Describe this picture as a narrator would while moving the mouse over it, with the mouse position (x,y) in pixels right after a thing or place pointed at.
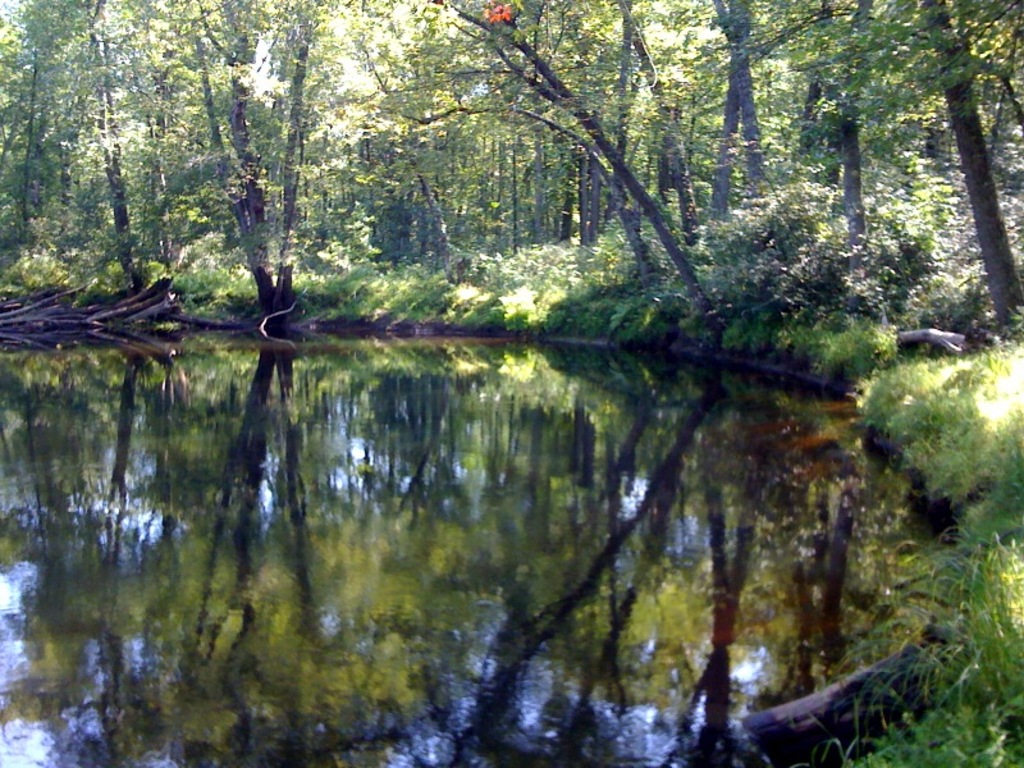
At the bottom of the image (488,590) there is a pond (508,577). In the background (113,198) there are trees (238,188) and we can see grass (991,700). On the left (65,307) there are logs (116,315).
